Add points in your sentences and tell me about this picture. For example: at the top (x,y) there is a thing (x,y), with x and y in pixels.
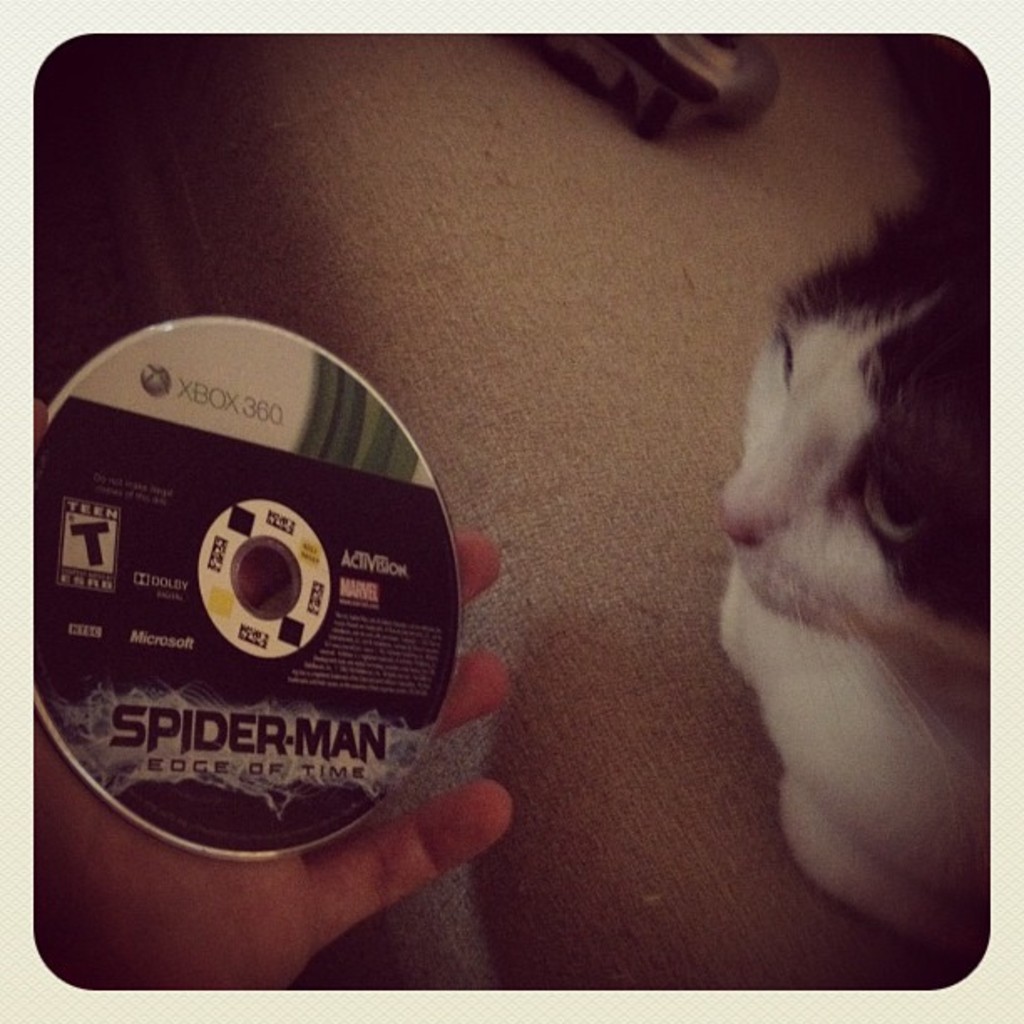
This is an edited picture. In this image there is a person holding the disk (239,727) and there is text (278,773) on the disc (98,570) and there is a cat (820,660) sitting. At the back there is an object (572,75). At the bottom (613,777) there is a floor (653,633).
